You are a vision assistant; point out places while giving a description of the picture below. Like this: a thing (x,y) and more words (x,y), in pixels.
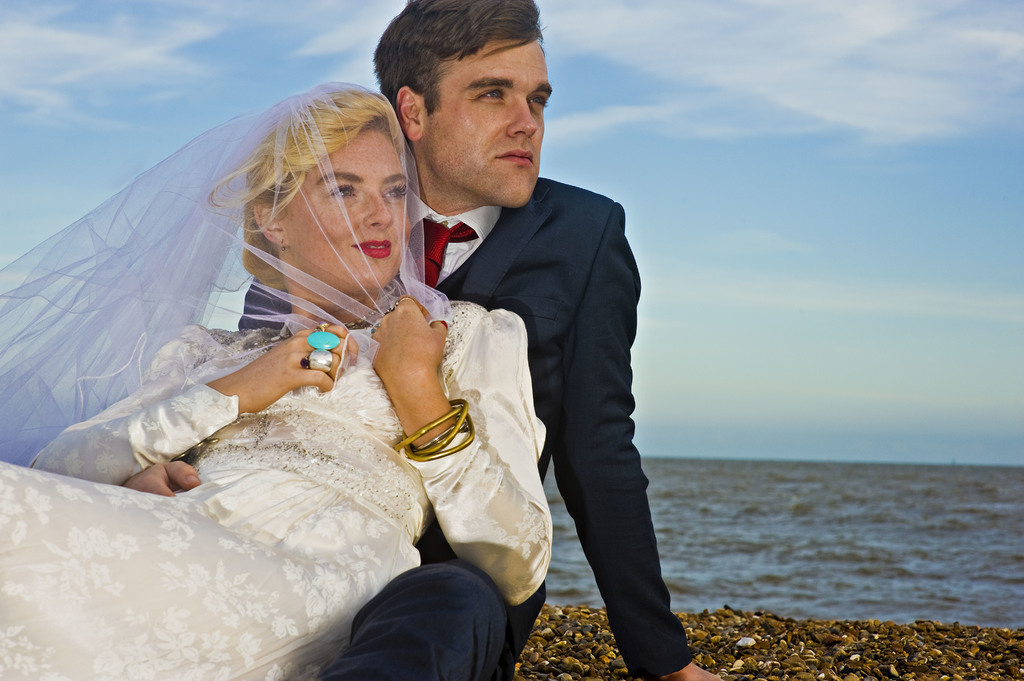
In this picture there is a man (531,192) who is wearing suit (547,284). He is sitting near to the woman (409,434) who is wearing white dress (255,508), bracelets (444,440) and finger rings (323,367). In the background (829,490) we can see the ocean (768,493). At the top right (854,135) we can see sky (776,139) and clouds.
